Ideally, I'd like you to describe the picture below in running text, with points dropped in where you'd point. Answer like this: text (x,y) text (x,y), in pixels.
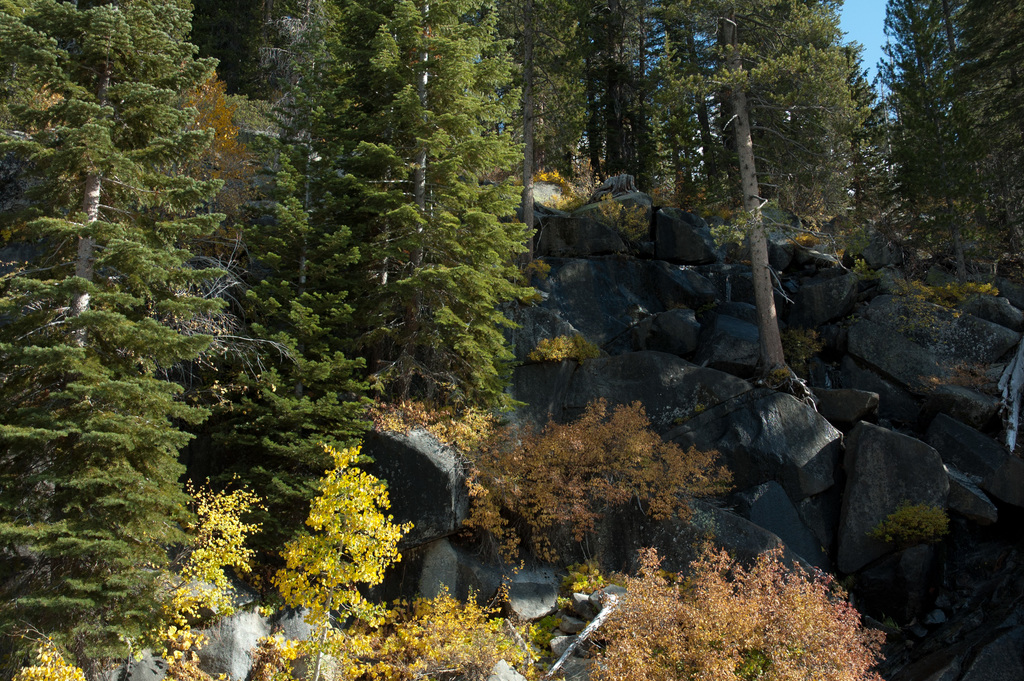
In this image, I can see the rocks (612,308) and trees (120,374) with branches (395,264) and leaves (346,429). In the background (870,39), there is the sky (860,21).
